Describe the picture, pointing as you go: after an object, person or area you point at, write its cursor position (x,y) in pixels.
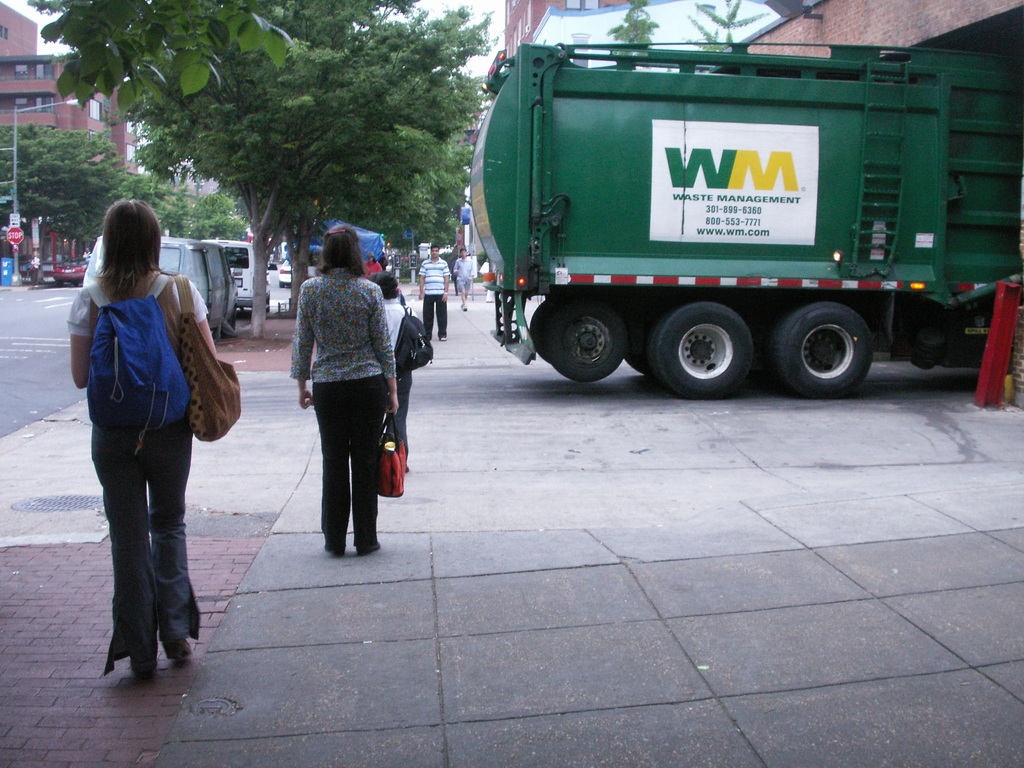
In this image there is a vehicle (796,299) on the pavement (771,562). Few people (408,361) are on the pavement (471,294). Left side (144,295) there is a person (173,343) carrying the bags (165,415). Before there is a woman (328,399) holding the bag (386,480). Few vehicles (192,244) are on the road (22,398). Left side there is a street light (14,203). Background (86,159) there are trees (362,127) and buildings (798,46).
